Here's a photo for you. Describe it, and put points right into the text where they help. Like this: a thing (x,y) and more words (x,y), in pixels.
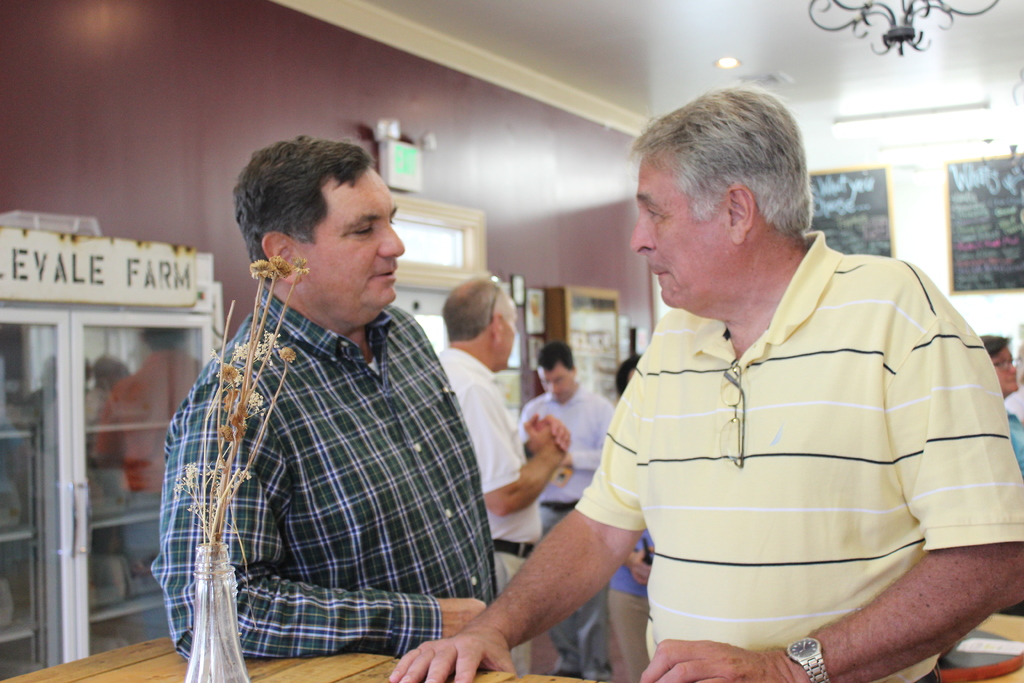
There are two men (282,343) standing in the foreground area of the image (265,407), there is an object (206,582) on the table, there are people (598,416), posters (871,201), light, showcases (575,307) and other objects (550,321) in the background (549,308).
